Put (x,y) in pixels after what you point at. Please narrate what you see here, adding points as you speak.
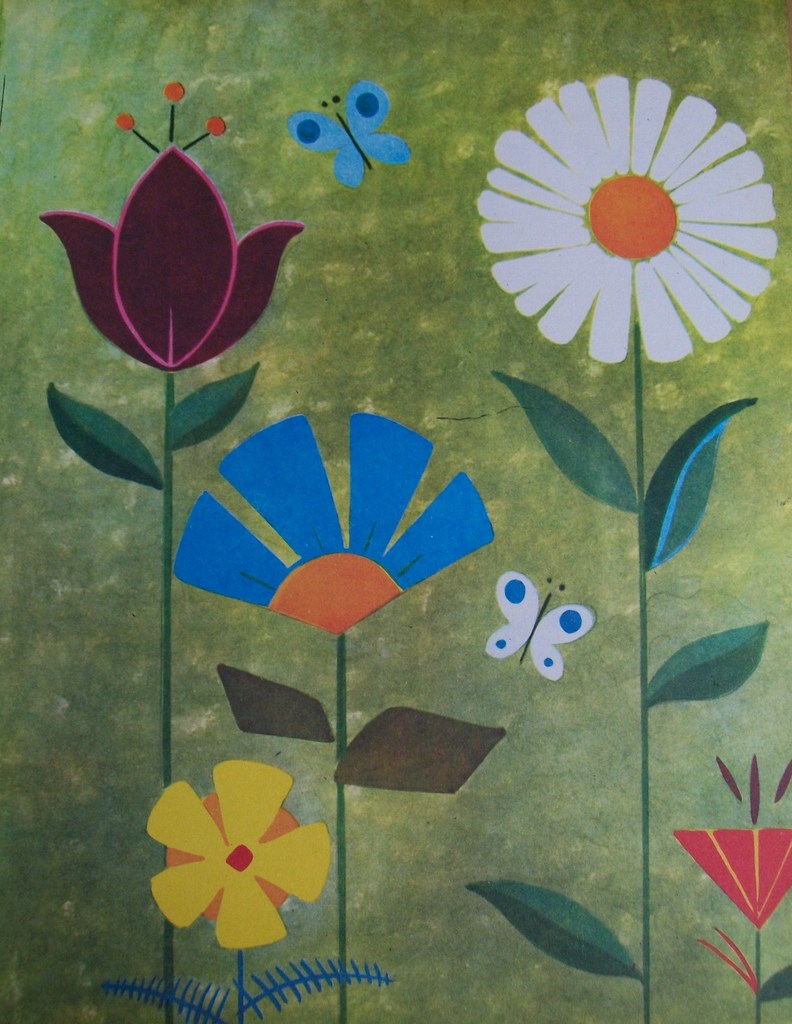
In this image we can see there is a poster (395,301) with painting (307,357) and there are plants (369,546) with flowers (524,235). There is a butterfly (355,170) with green color background (80,694).
